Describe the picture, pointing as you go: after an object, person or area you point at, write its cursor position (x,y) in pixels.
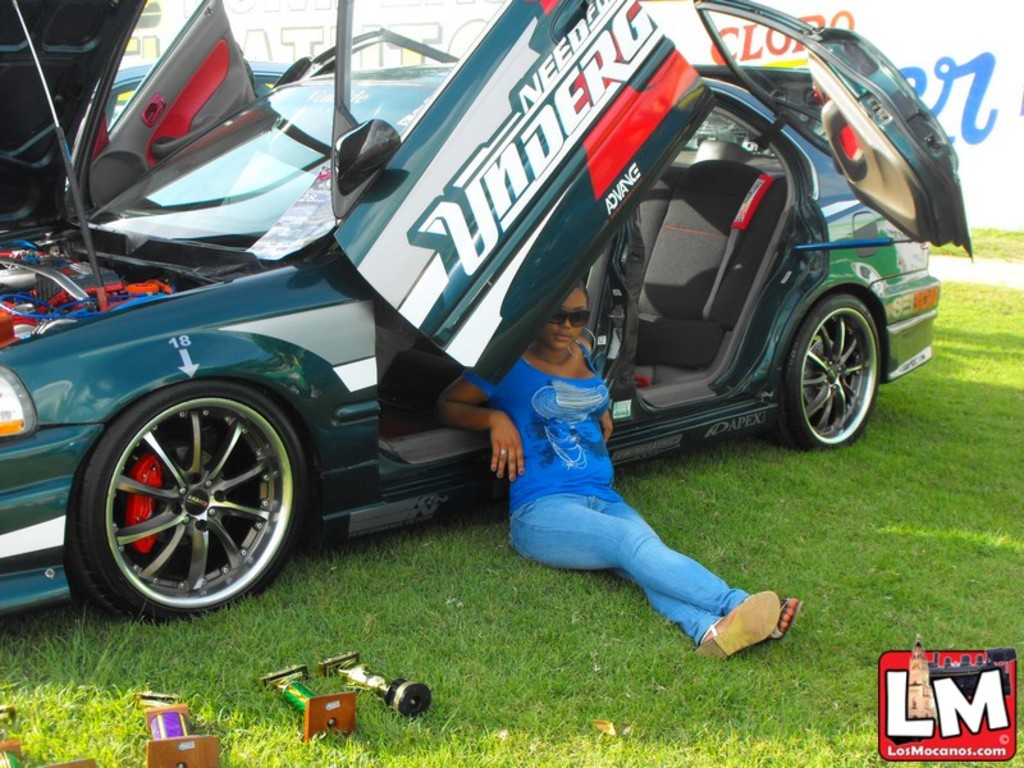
The woman (555,453) in the middle of the picture (569,459) is sitting on the grass (541,575). Behind her, we see a dark green color car (419,269). At the bottom of the picture (560,672), we see the grass (496,692) and objects (158,727) in green, purple and gold color. These objects (351,698) look like trophies (151,707). In the background (314,26), we see a wall (972,76) with some text (963,95) written on it.
